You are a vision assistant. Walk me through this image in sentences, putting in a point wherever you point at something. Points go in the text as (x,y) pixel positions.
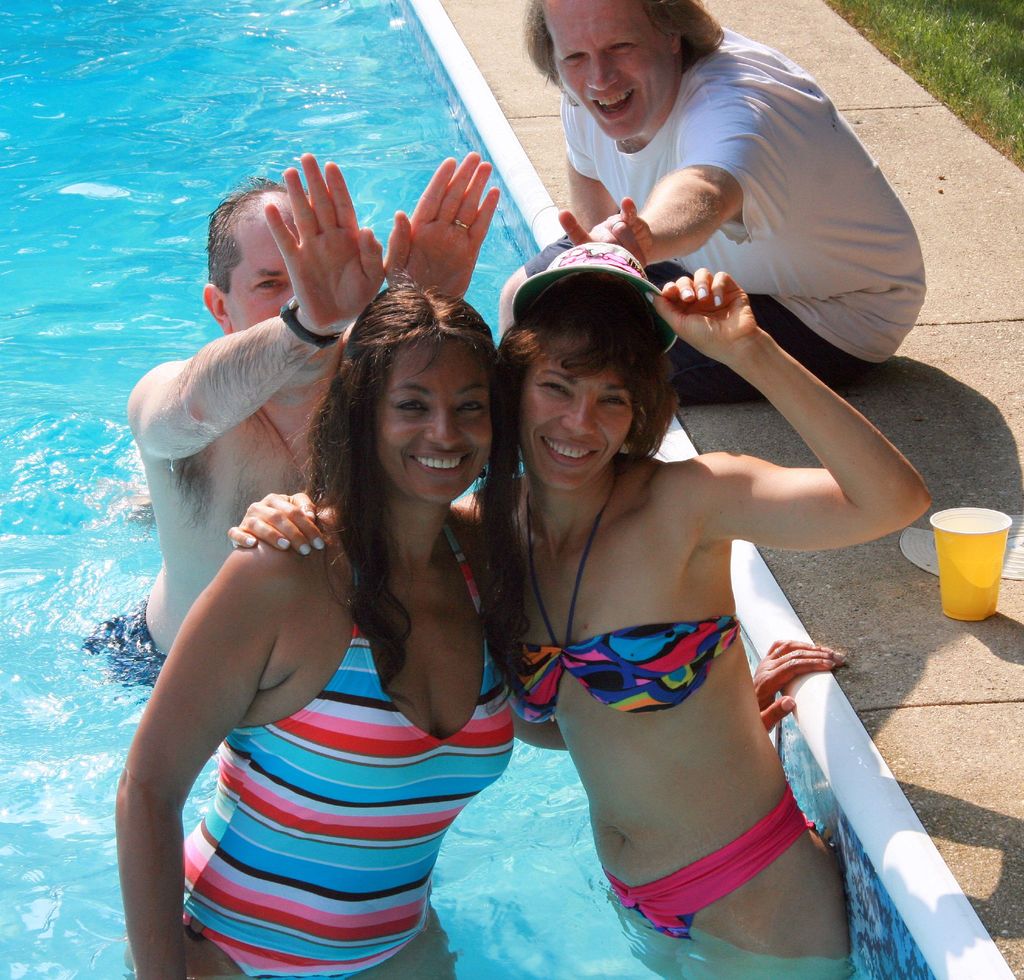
In this image there are three people (453,640) standing in the pool (25,935). Behind them there is another person (875,318) sitting. On the right side of the image (999,95) there is a glass (989,600) and there's grass (932,77) on the surface (932,77).
